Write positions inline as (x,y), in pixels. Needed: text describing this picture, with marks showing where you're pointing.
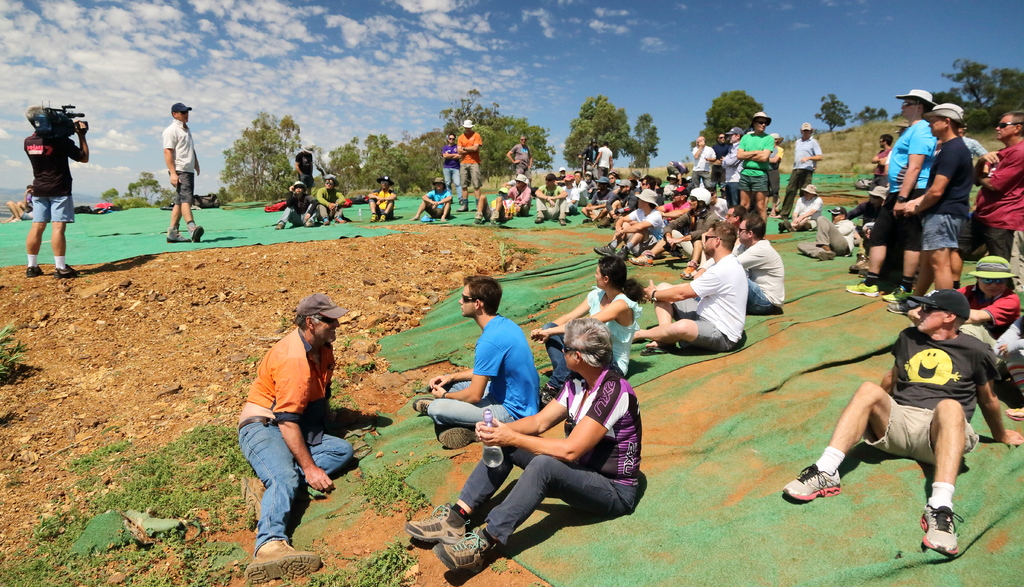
In this picture I can see some people (709,287) are sitting and some people (307,145) are standing, behind there are some trees (289,149).
